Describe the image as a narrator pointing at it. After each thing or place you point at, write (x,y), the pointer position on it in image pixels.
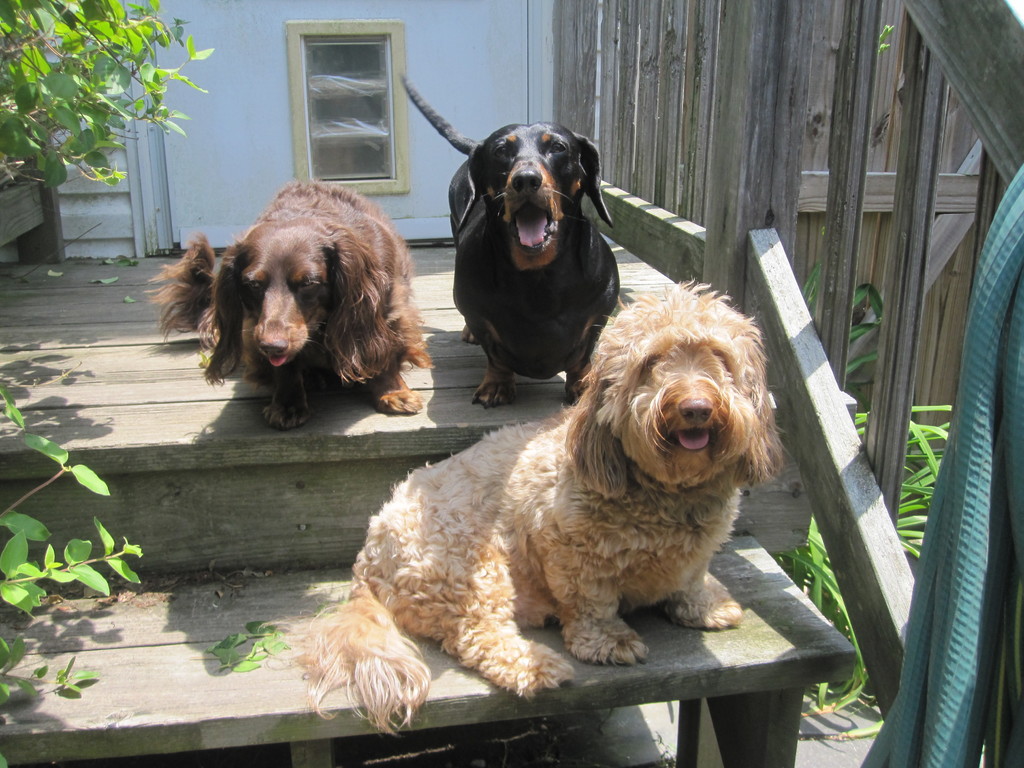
In this image in the center (547,338) there are three dogs (399,601) and at the bottom (158,638) there is a wooden floor (332,585) and stairs (365,531), on the right side (841,388) there is a wooden fence (626,101) and in the background (234,169) there is a wall (438,85) and one window (325,88). On the right side (816,278) and left side (54,97) there are some plants (83,477).
